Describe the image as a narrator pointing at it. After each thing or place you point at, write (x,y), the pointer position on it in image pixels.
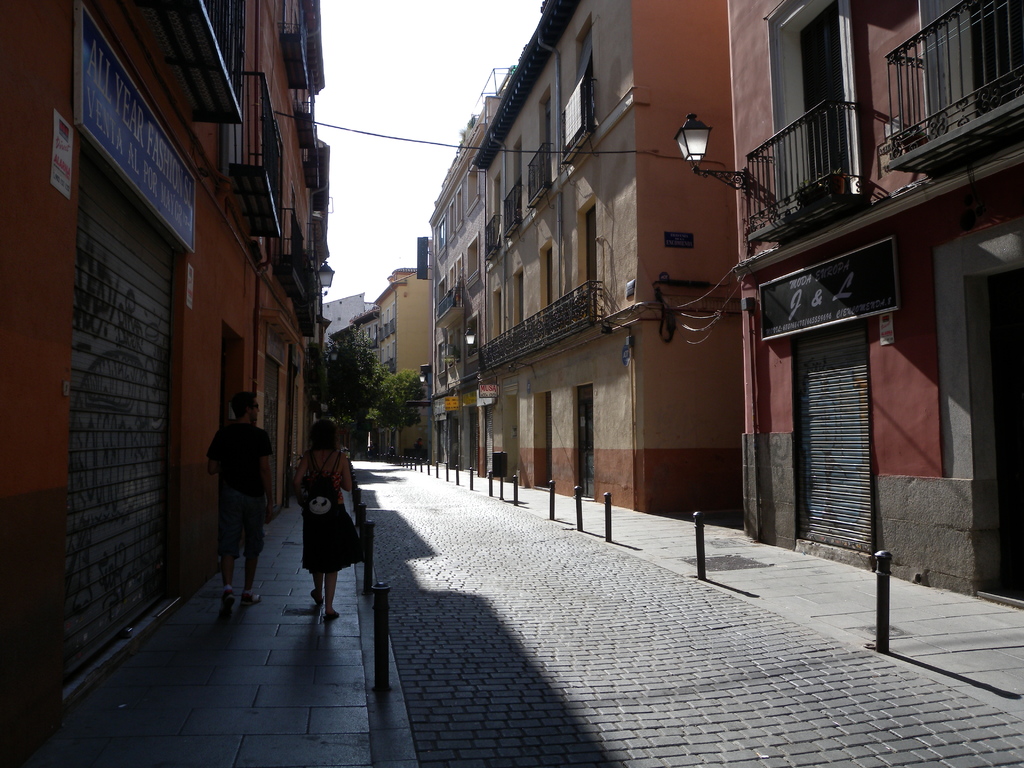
In this image we can see there are two persons (244,527) walking on the pavement (343,584) of the road (360,483) and there are a few rods (387,624) on the either sides of the road (401,586). On the right (749,199) and left side of the image (274,215) there are buildings (679,386) and trees (392,373). In the background (416,56) there is a sky (435,94).
